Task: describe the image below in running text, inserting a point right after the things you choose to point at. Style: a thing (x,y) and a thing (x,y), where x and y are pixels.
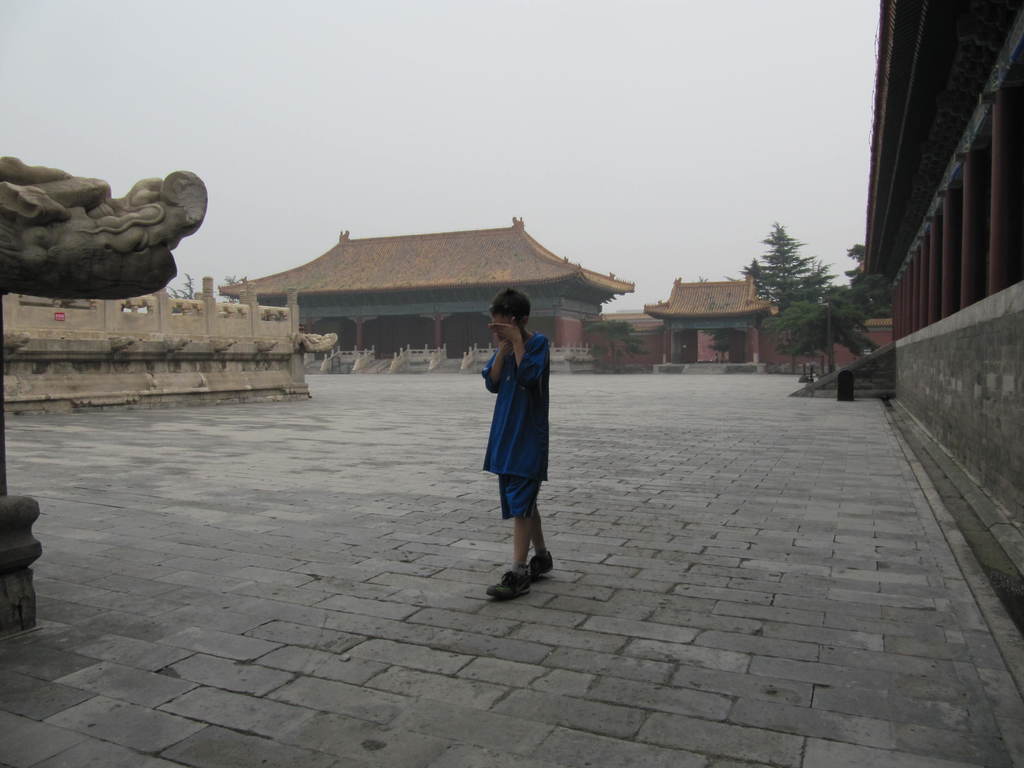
In the center of the image (504,453) there is a person (522,449) standing on the floor (501,641). On the right side of the image (754,334) we can see trees (862,287), pillars (926,265) and building (938,214). On the left side of the image (65,346) we can see building (78,343) and sculpture (16,224). In the background (326,257) we can see tree (624,328), buildings (611,282) and sky (504,106).
